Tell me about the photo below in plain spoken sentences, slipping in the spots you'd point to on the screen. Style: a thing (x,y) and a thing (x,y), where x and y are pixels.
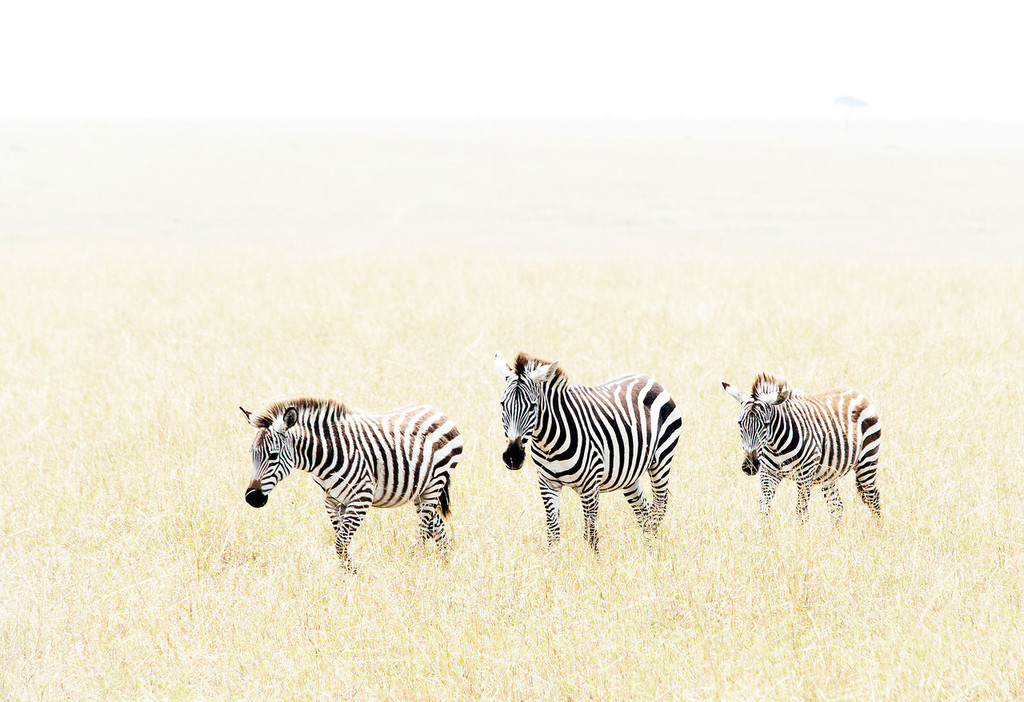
In this picture we can see zebras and grass (317,321). In the background of the image (675,174) it is blurry.
